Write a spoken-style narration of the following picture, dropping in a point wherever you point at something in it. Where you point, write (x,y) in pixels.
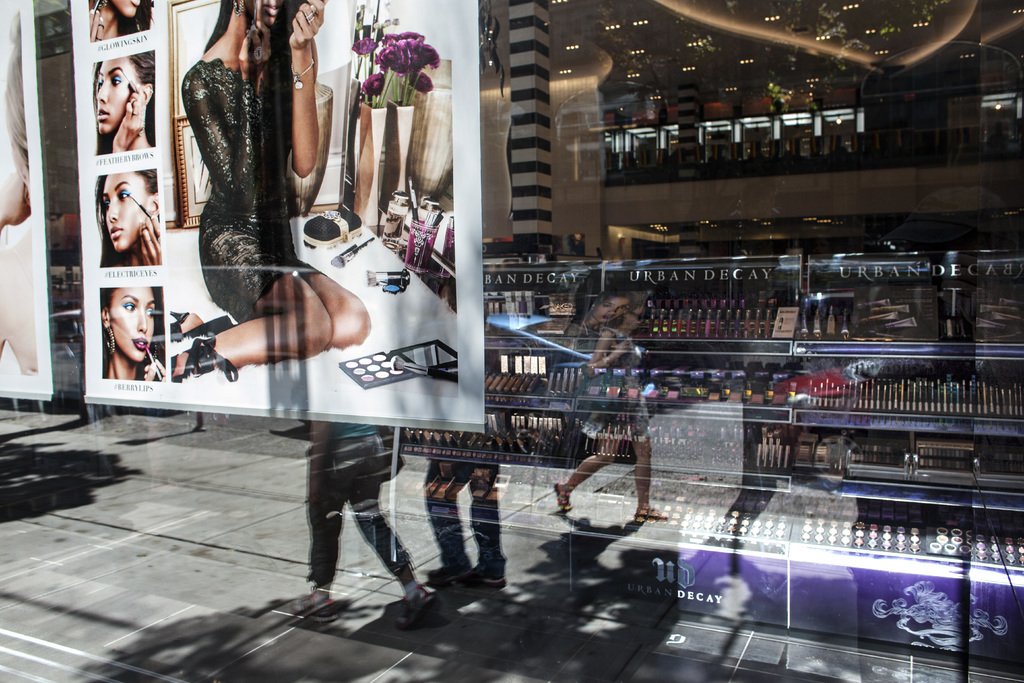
In this picture we can see the posters (119,189), people (217,194), glass (636,288), store (1000,347), pillar (544,160), ceiling (873,50) and the lights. Background (964,215) portion of the picture is blur.
